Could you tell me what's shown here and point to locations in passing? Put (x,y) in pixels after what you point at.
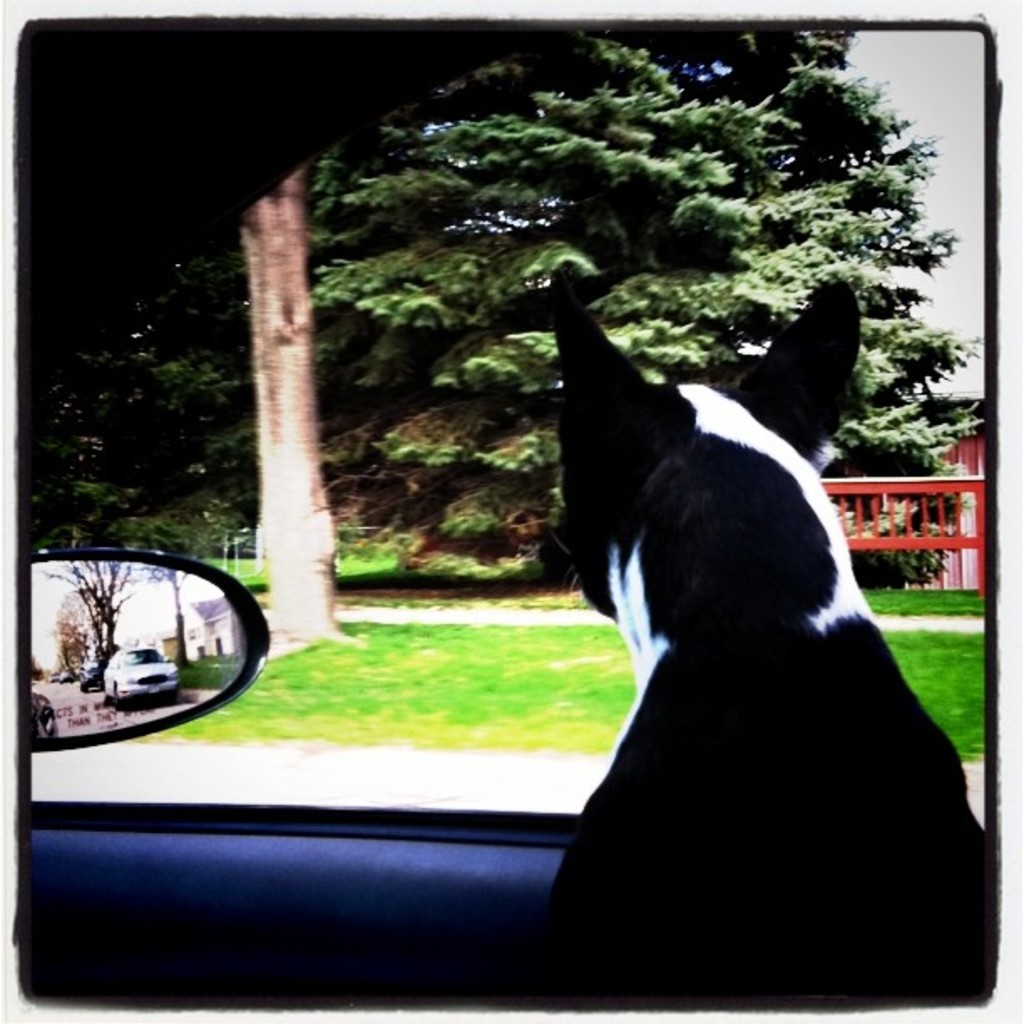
A dog (721,651) is sitting inside a vehicle (530,903). In this mirror (195,671) there is a reflection (128,665) of vehicles (98,669) and bare tree (96,600). Far there is a tree (464,281) and grass (475,667).
